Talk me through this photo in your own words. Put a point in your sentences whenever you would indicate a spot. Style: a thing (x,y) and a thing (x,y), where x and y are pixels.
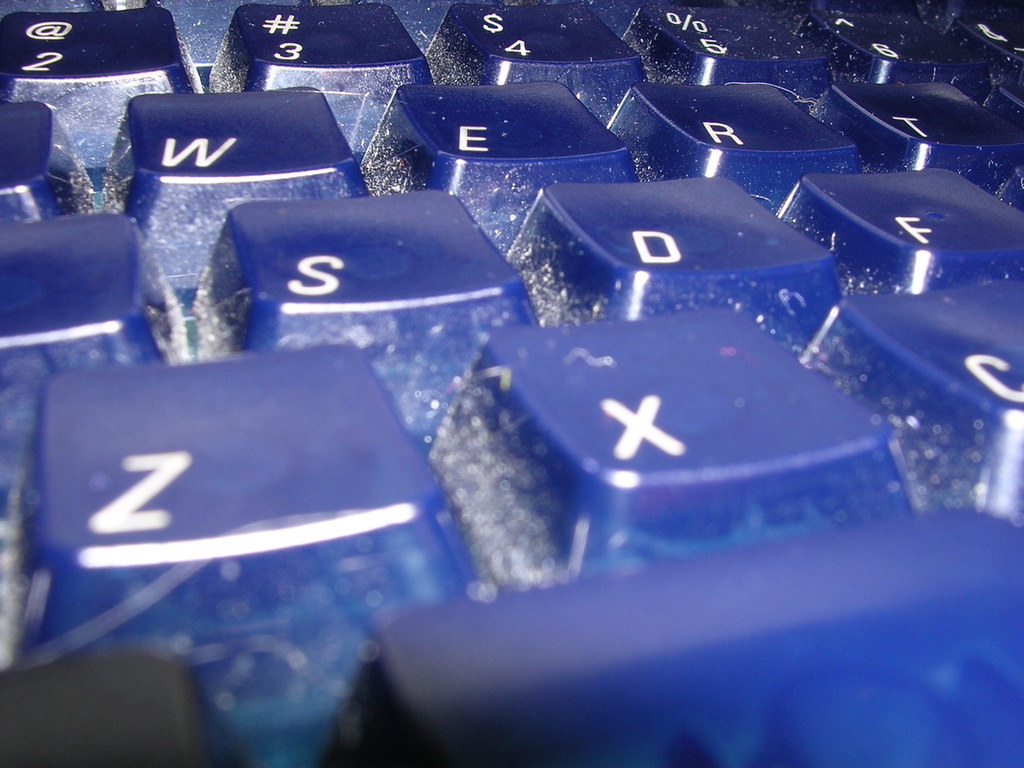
In this image I can see a keyboard's keys (405,134). I can also see something is written on these keys (484,145).
